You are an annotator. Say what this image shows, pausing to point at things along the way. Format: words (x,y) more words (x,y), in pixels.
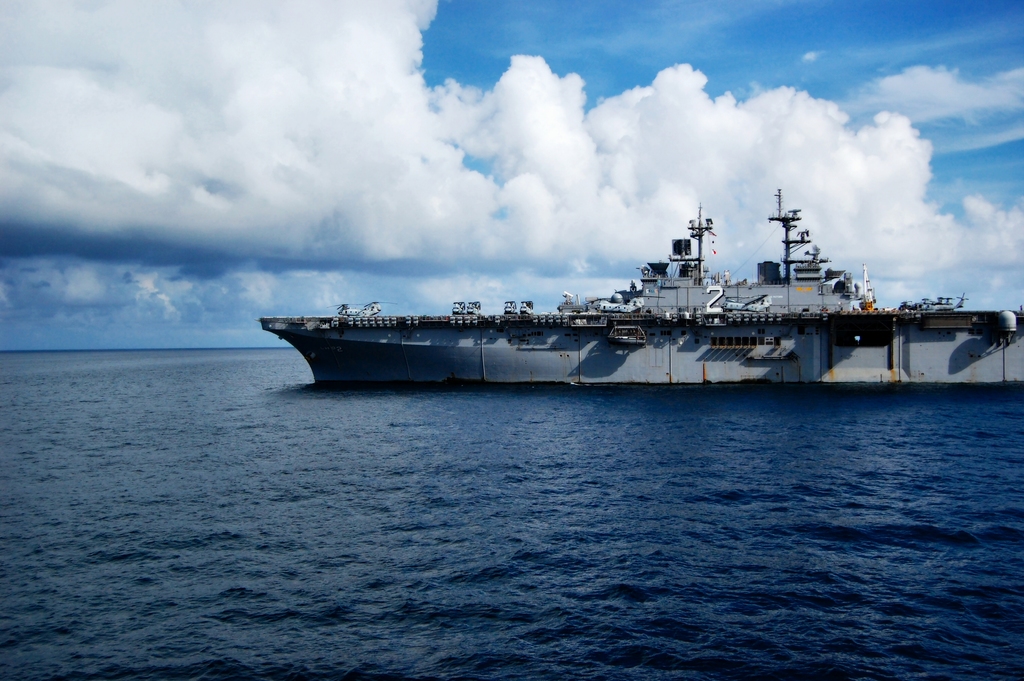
In this image, I can see vehicles (964,295) on a naval ship (455,360), which is on the water (264,351). In the background (364,143), there is the sky (523,171).
